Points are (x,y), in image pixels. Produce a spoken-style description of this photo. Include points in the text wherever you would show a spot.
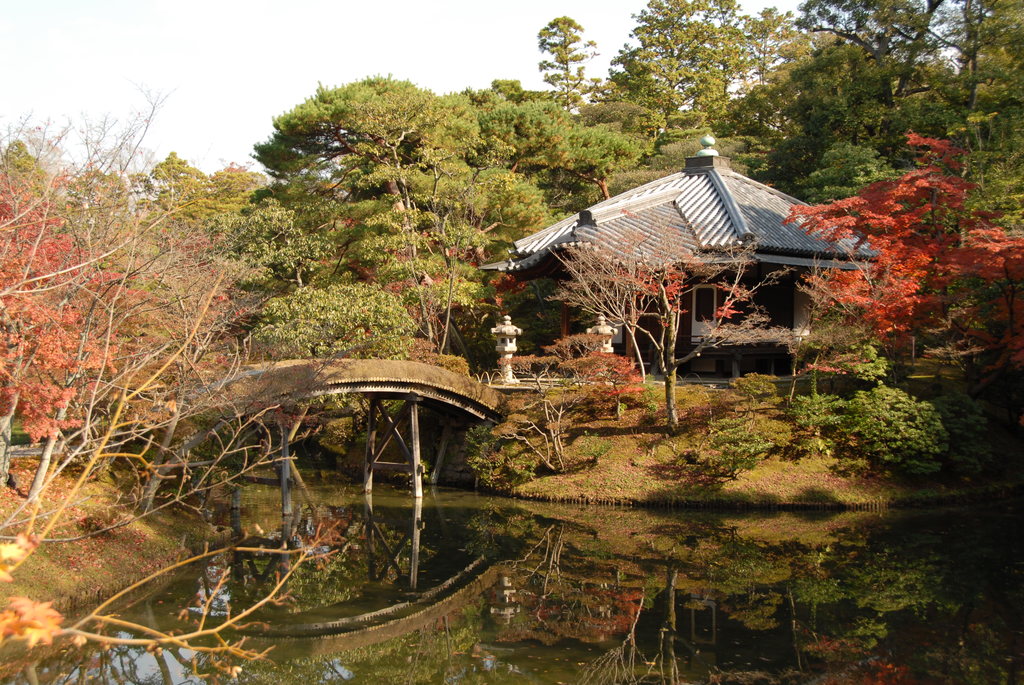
In this image we can see one small house (624,334), one white door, two pillars (603,329) in front of the house (725,276), one bridge (390,393) with pillar (419,472), one river (753,531), some red maple trees (115,289), some trees (496,254), bushes (383,313), plants (372,319) and grass (75,515) on the ground (76,530). At the top (149,84) there is the sky (89,56).
